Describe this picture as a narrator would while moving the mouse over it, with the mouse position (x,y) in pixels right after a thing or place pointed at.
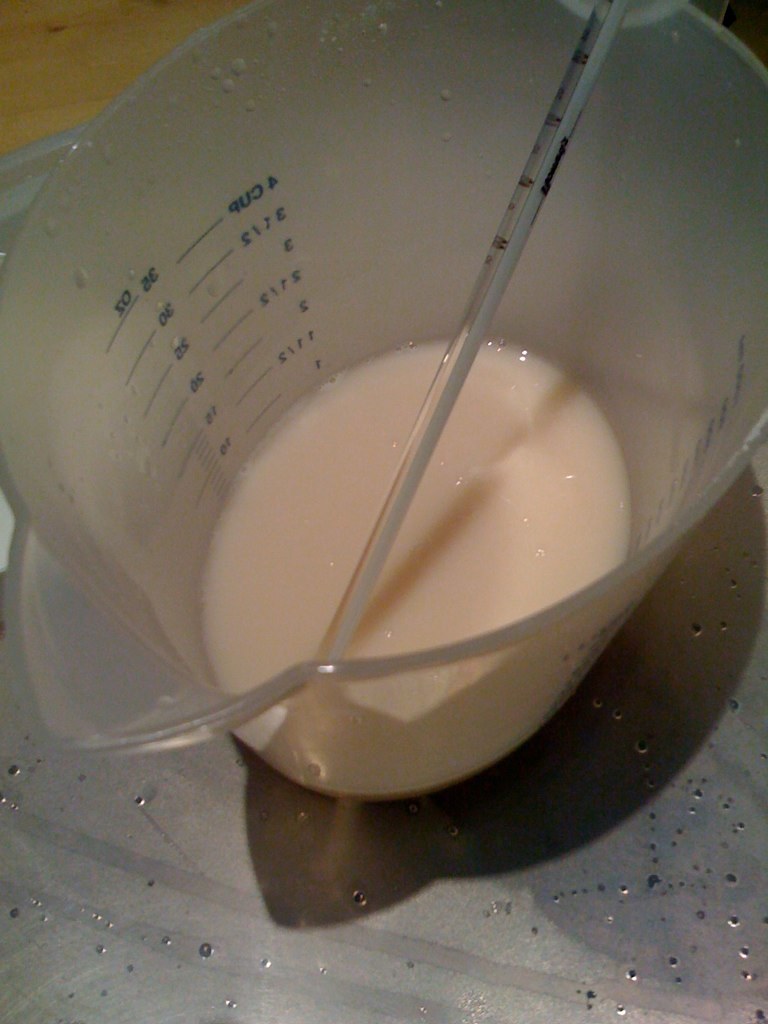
In this image in the center (406,610) there is one container (670,359), in that container (537,660) there is some drink (289,544) and one thermometer (388,530). At the bottom (170,789) there is a table (463,874).
